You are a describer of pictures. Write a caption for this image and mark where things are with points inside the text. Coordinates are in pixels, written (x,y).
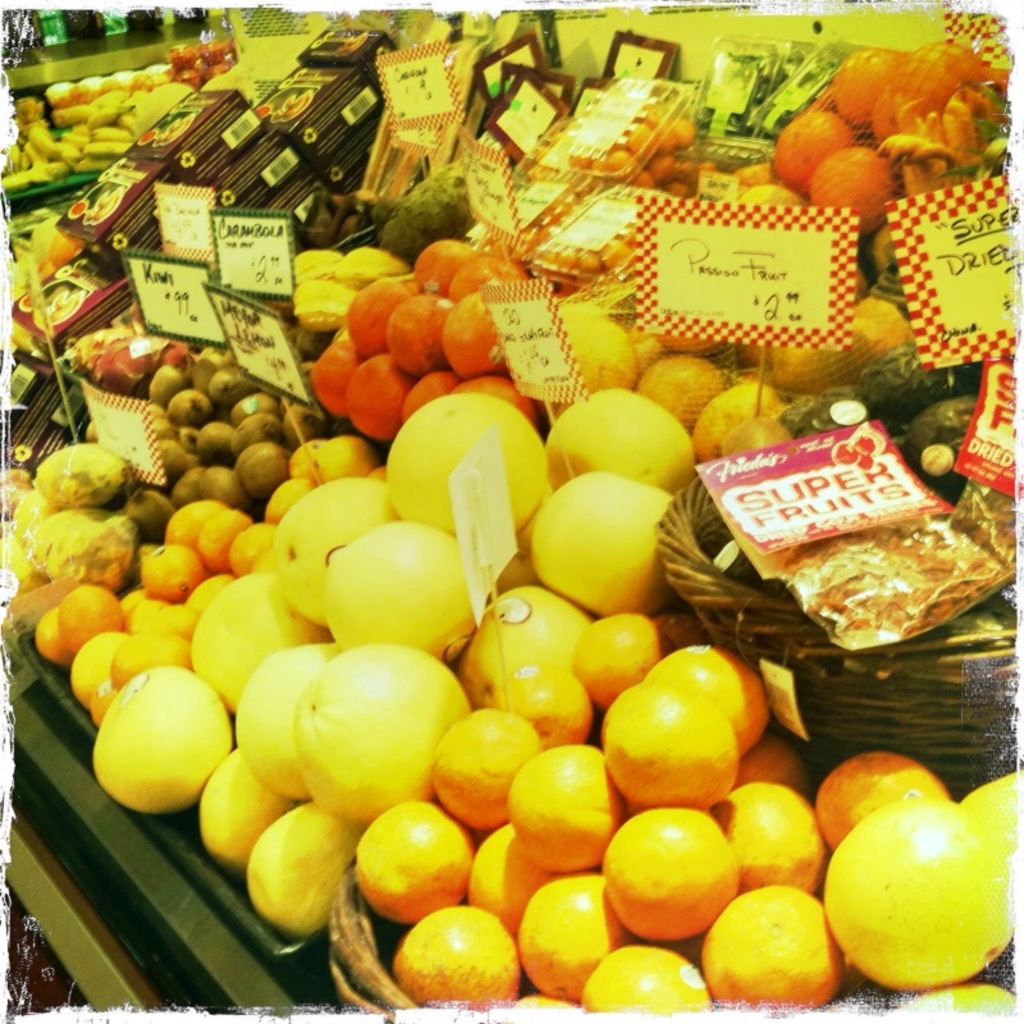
In this image we can see different types of fruits (533,407) with their name boards (819,233) and other objects (70,704).
